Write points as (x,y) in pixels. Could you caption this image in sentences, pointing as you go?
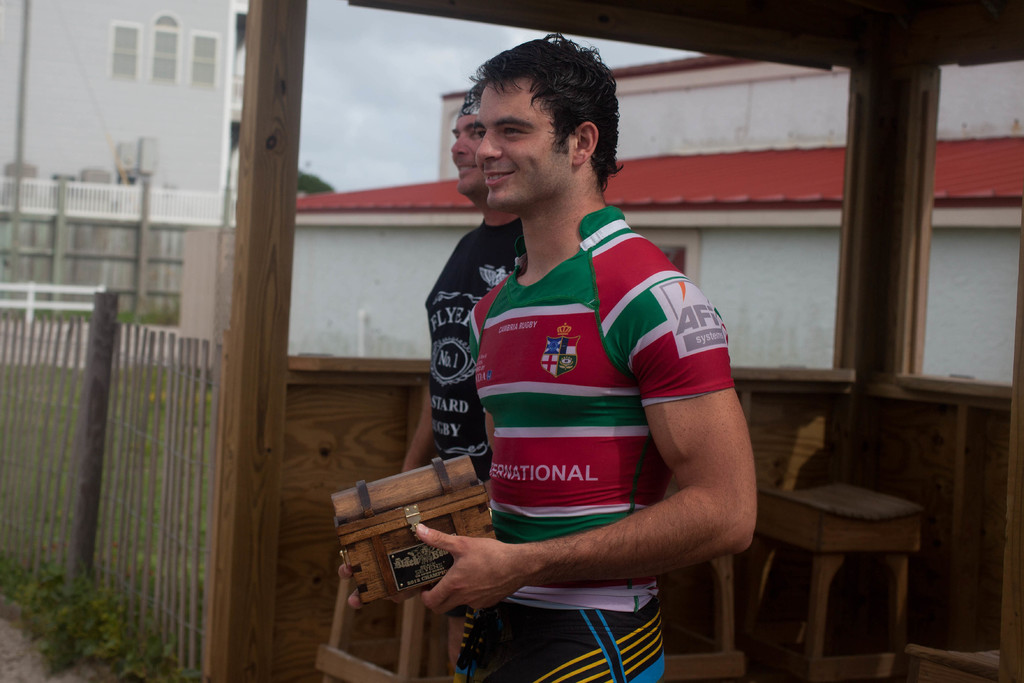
In this image we can see a two persons (452,359) and the person (676,269) in the front (512,479) is holding an object (439,461). Behind the person (605,413) we can see a fencing (140,502), wooden wall (841,382), buildings (184,332) and the sky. In the bottom left (127,610) we can see few plants (143,634).
